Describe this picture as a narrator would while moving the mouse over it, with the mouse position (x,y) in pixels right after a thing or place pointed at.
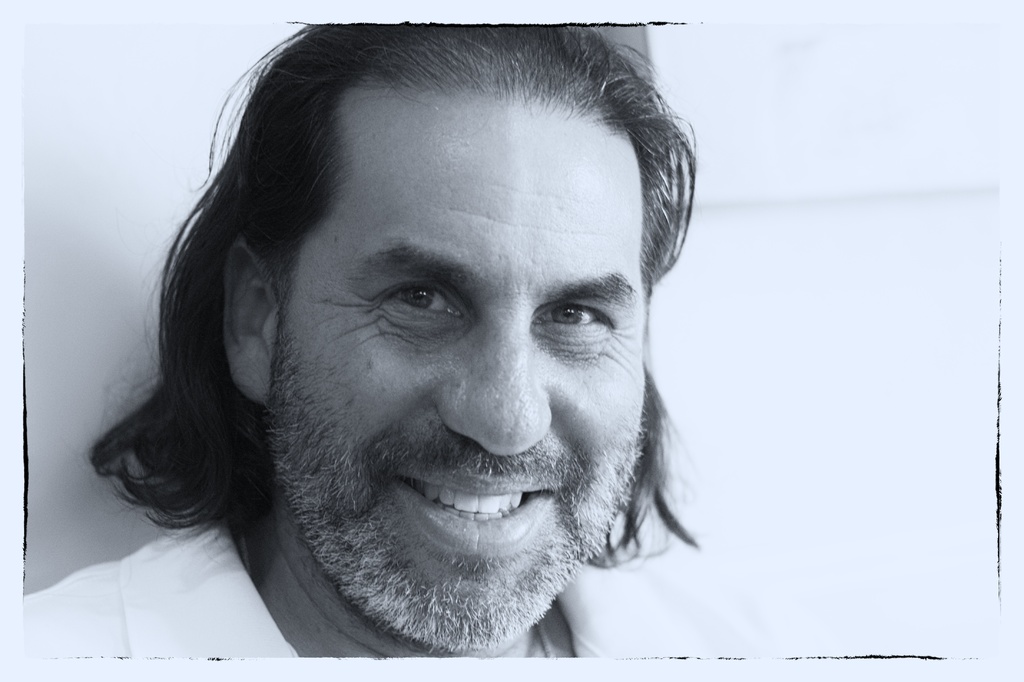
In this image we can see one man (474,474) in white shirt (206,628) with a smiling face (467,600) and there is the white background (921,83).
